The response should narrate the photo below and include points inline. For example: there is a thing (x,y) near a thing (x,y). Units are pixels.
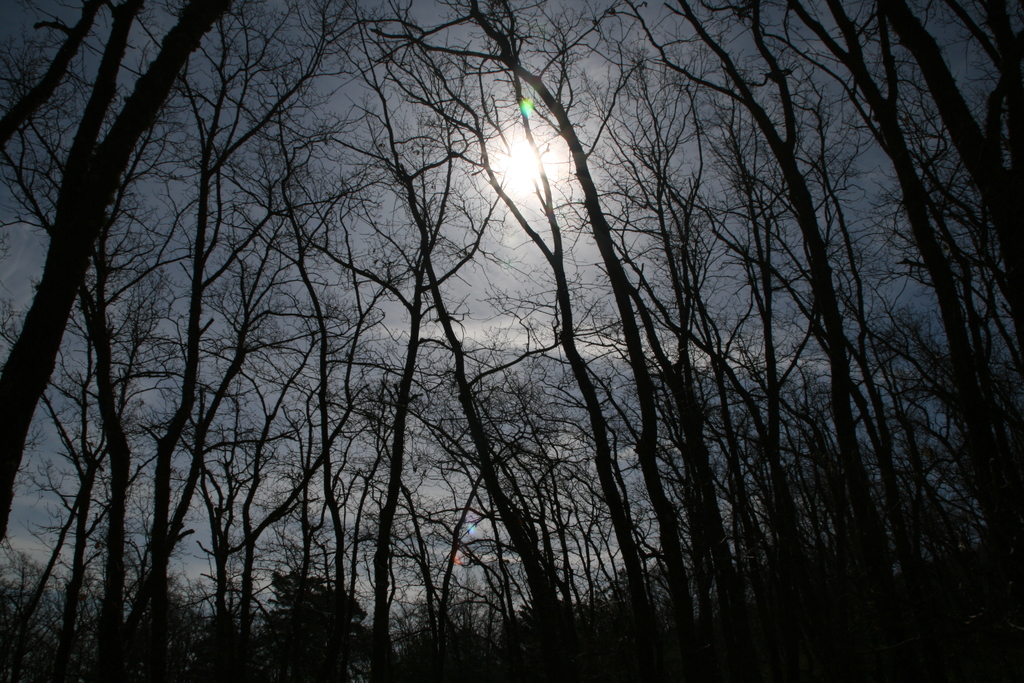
In the picture we can see many trees (142,634) and behind it we can see a sky (564,172) with sun (530,155).
